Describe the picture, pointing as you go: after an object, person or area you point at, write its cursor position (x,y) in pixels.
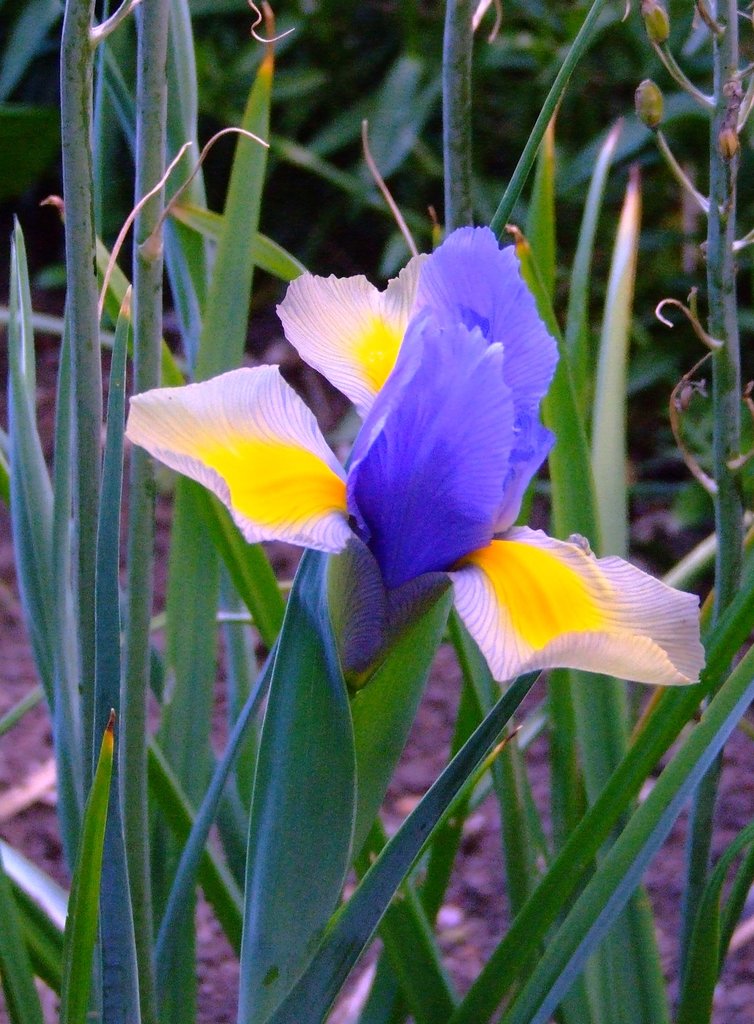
In this image there is a flower (399,602) to a plant (377,848) having few leaves (377,884) and buds (654,121) to it. Background (695,80) there are few plants (736,64) on the land (682,831).
